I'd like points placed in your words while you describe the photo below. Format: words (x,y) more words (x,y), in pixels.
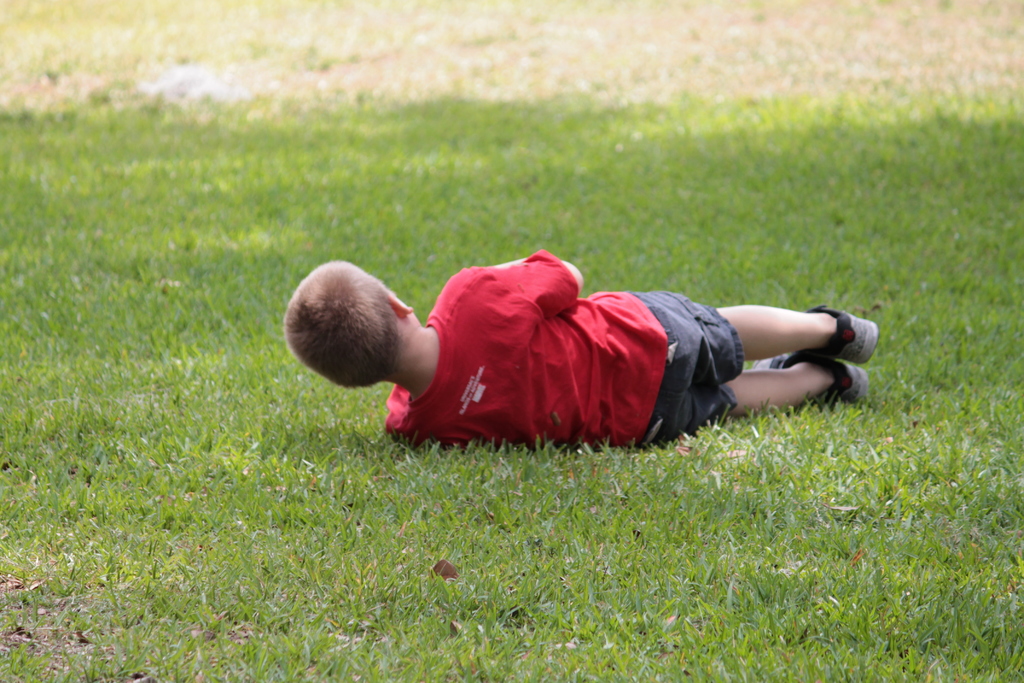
In this picture we can see a boy (496,328) is lying on the grass (435,243).
